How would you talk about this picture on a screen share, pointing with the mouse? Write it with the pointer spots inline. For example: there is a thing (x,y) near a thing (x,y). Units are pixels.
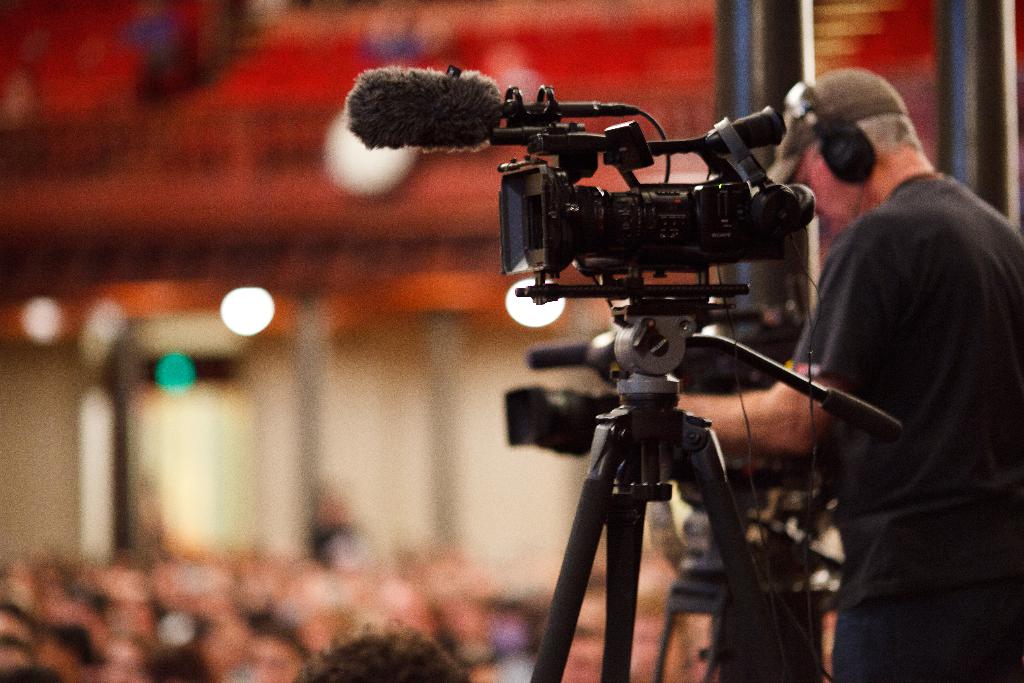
In this image I can see a man (773,400) is standing. The man (869,479) is wearing headphones (844,161) and a cap (831,91). Here I can see a video camera (585,250). The background of the image (203,357) is blurred.
